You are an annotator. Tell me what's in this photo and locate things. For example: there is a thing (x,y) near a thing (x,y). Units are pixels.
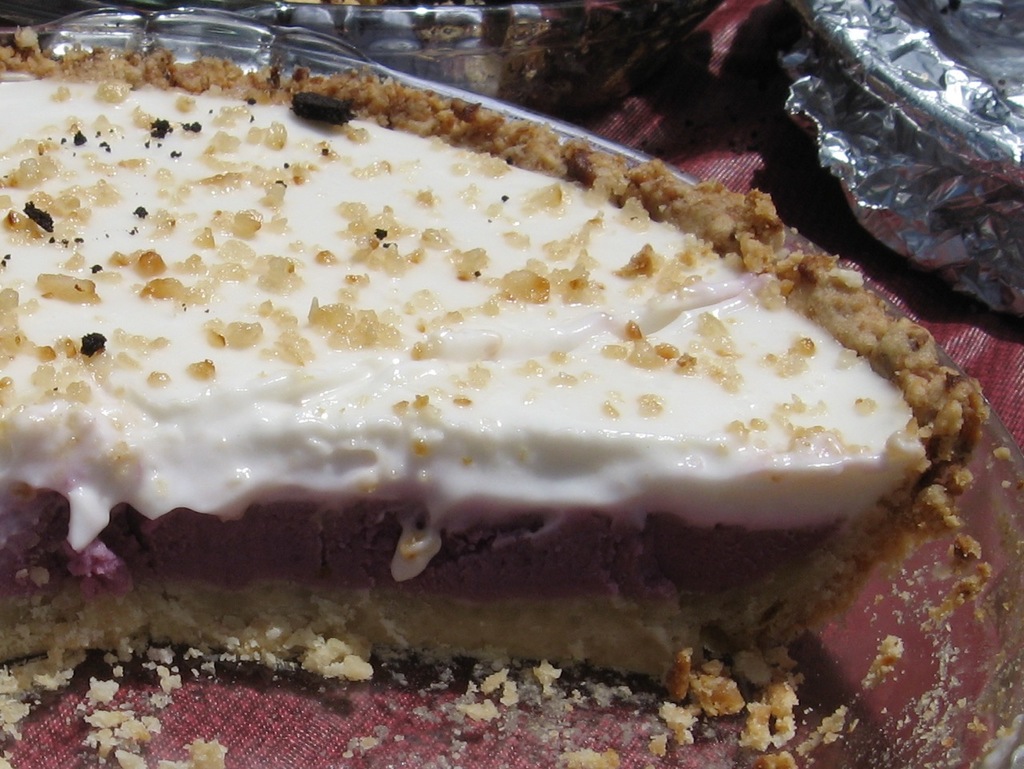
We can see food (455,615), bowl (482,33) and cover (891,114) on maroon surface (938,320).
